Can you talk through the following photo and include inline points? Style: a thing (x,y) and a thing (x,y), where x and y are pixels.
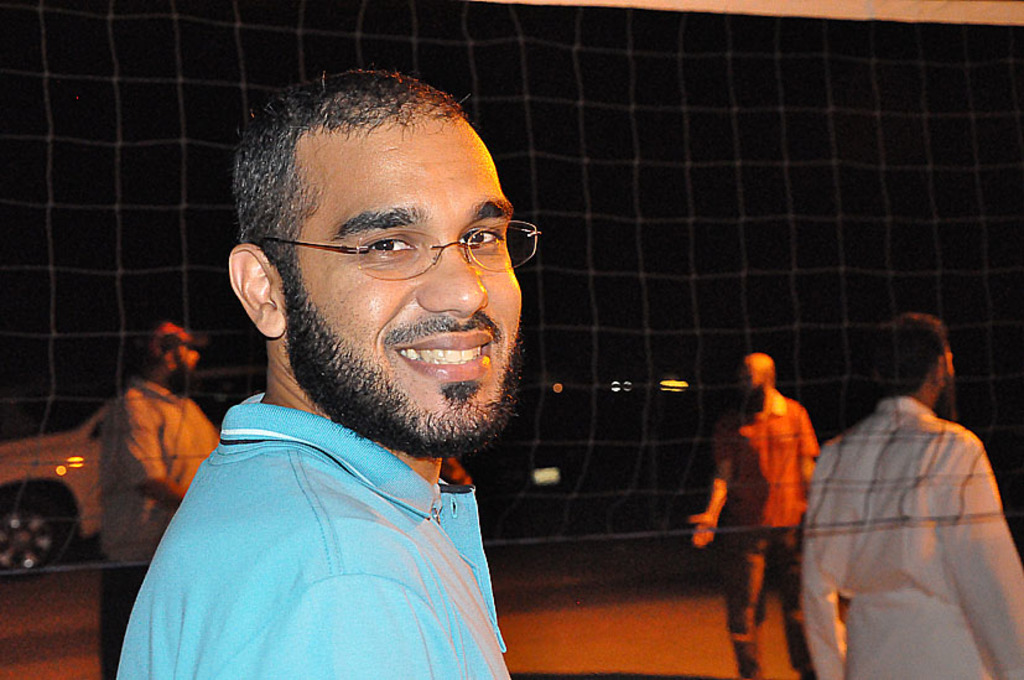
This image is taken outdoors. At the bottom of the image (604,626) there is a ground (514,629). In the middle of the image (386,264) a man (268,369) is standing on the ground (639,609) and there is another man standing on the ground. On the right side of the image (923,569) there are two men (868,461). In the background (205,394) there is a net (68,400) and two cars (83,476) are parked on the ground (591,625).
